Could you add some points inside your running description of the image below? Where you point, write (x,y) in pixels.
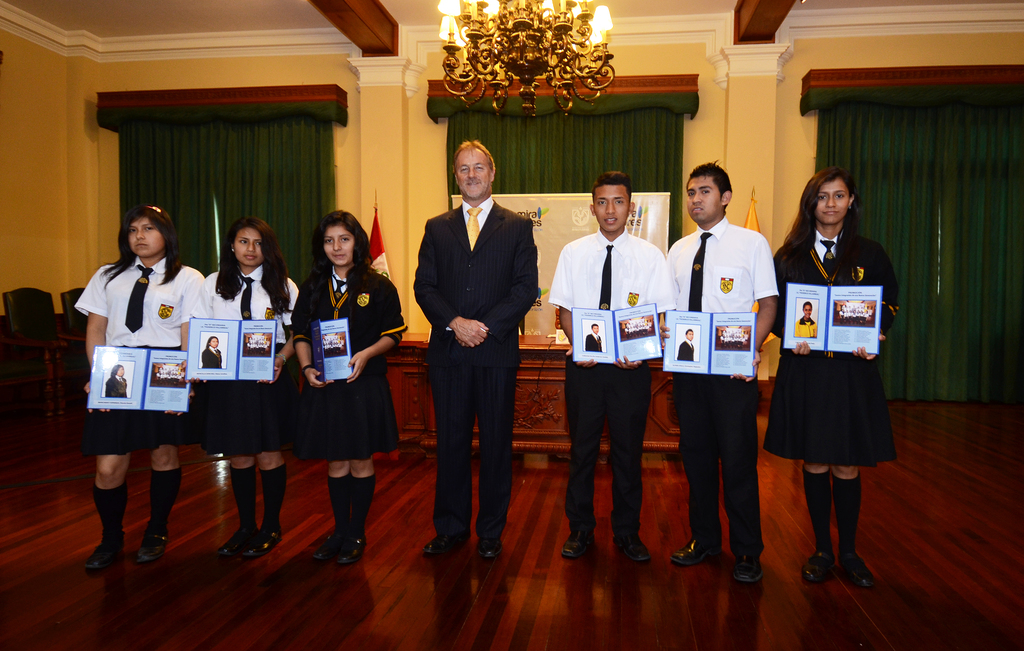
In this image we can see a man (493,343) is standing, wearing suit (485,260). To the both side of the man (468,284), two boys (667,278) and four girls (340,299) are standing by holding books (686,343) in their hand (190,380). Background (554,243) one table (542,349) is present and one banner (571,222) is there. The walls (624,56) of the room (90,98) is in yellow color and the curtains (249,136) are in green color. And on the roof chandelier (521,44) is attached.
